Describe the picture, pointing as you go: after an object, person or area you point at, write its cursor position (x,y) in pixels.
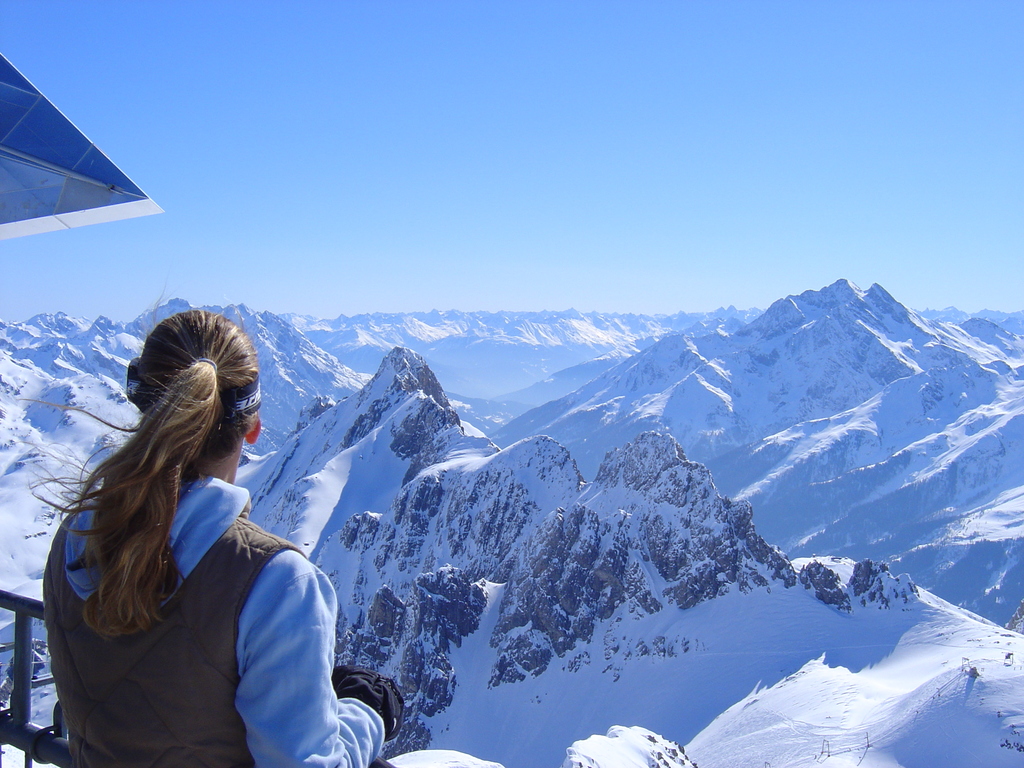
In this image there is one woman (273,560) standing on the bottom left side of this image (271,601) and there are some mountains (493,525) in the background (646,520). There is a sky (350,224) on the top of this image (538,216).
